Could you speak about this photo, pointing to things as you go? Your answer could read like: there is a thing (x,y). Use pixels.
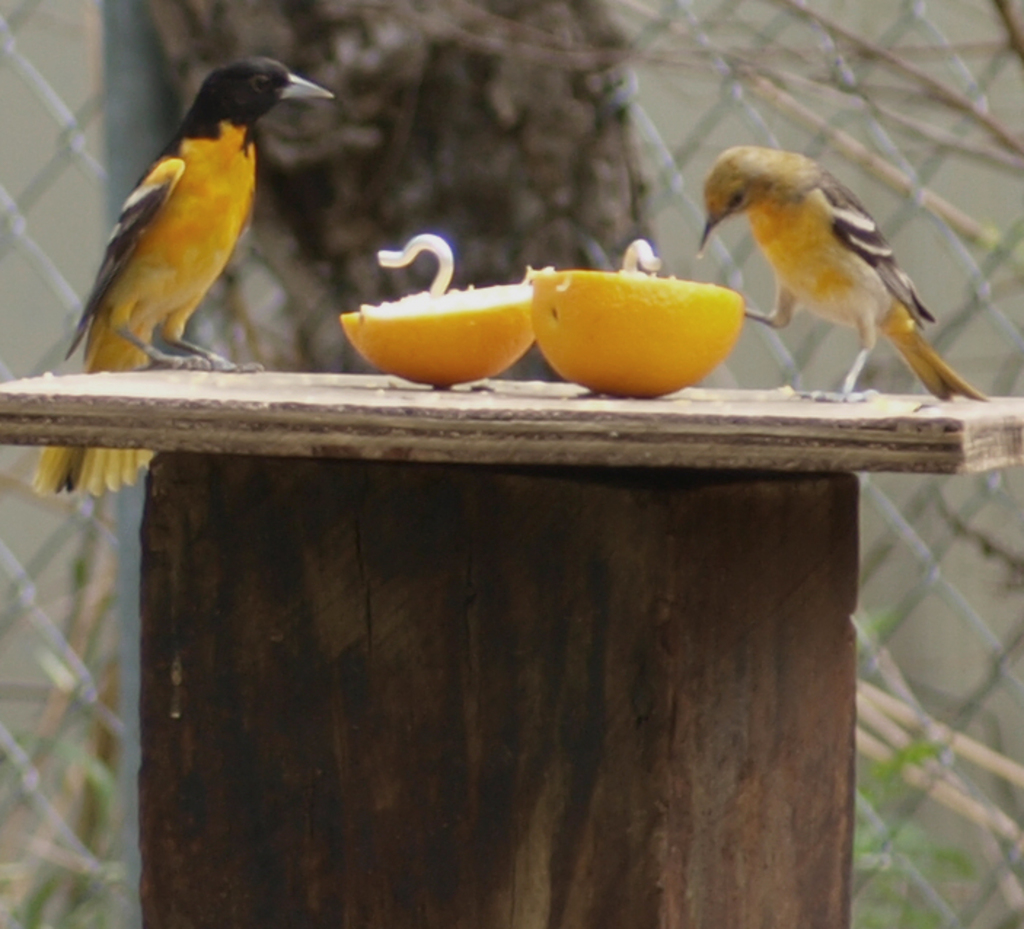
In this image, we can see some birds (236,137) and food items (550,351) on the wooden surface (131,415). We can see the fence (994,686) and the wall (994,705).
